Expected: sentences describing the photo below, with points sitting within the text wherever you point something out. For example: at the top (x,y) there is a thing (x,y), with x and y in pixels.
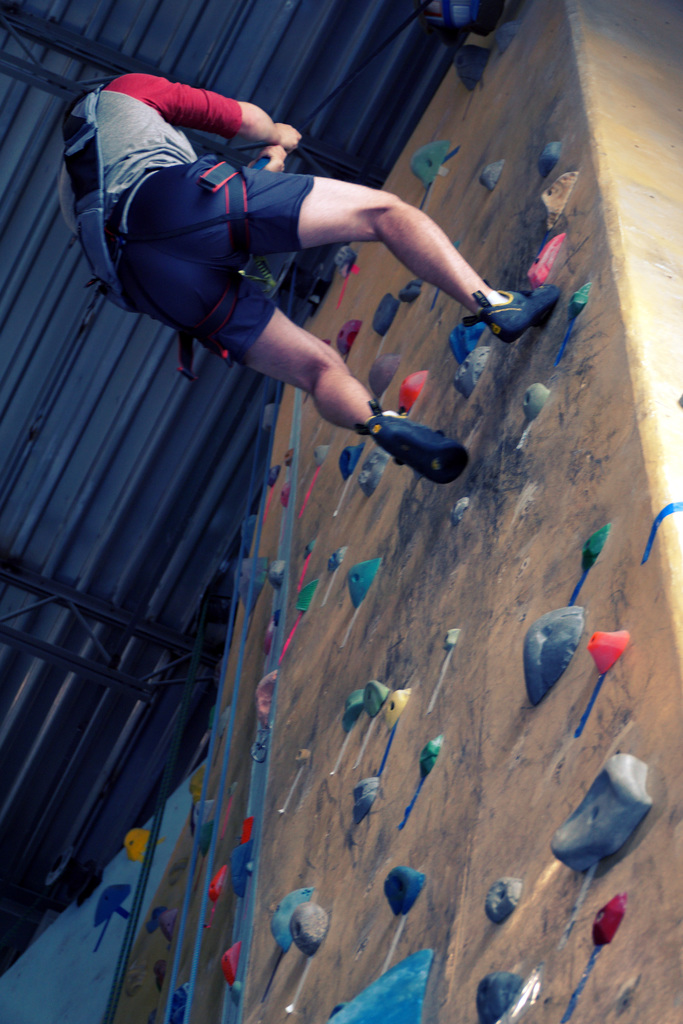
In this picture we can see the rock climbing game. In the front (352,500) we can see the man (139,140) wearing red t-shirt (162,107) and shorts (198,193) is climbing the artificial rock (491,264) with rope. On the top (198,146) we can see the shed roof (121,454).
